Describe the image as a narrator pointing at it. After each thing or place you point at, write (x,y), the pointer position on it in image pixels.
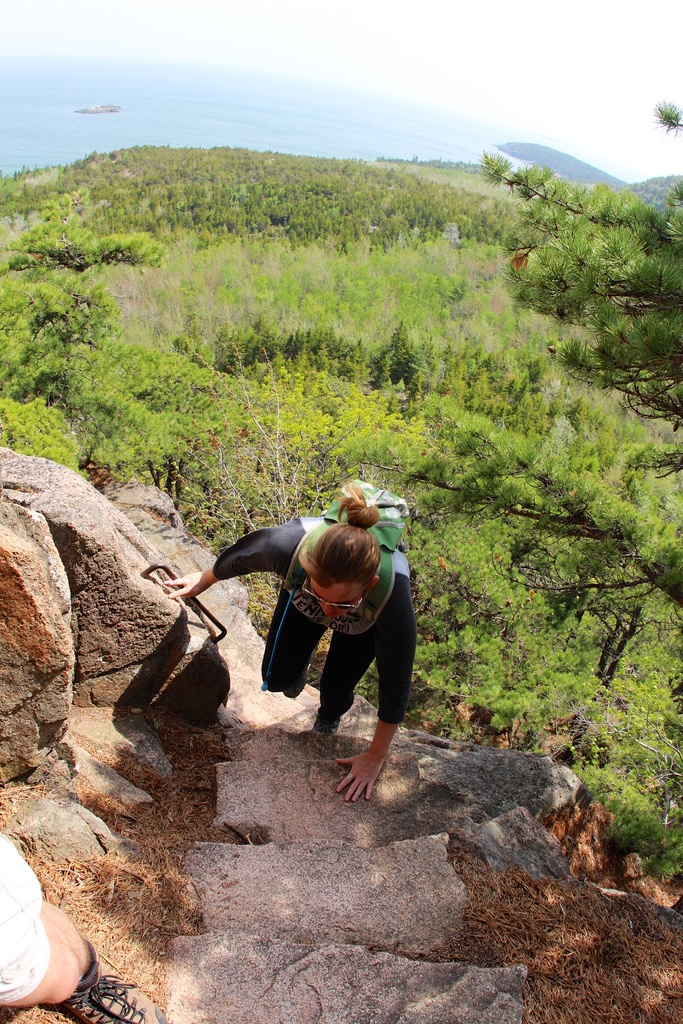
In this image there is a person (274,533) climbing a rock (322,739), behind the person (264,671) there is grass (170,309) and trees (484,309) on the surface (349,369), in the background of the image (215,110) there is water (186,104).
